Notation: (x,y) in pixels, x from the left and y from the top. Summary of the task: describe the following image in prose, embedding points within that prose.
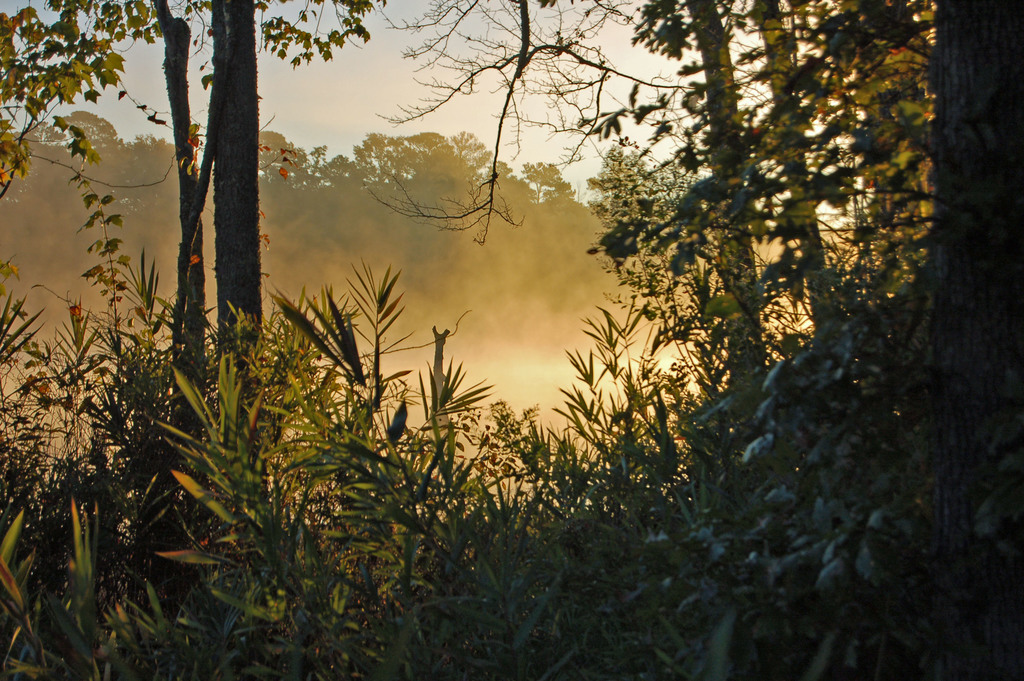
In the picture we can see some plants (313,455) with some trees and in the background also we can see some trees (357,203) and sky (368,80).
